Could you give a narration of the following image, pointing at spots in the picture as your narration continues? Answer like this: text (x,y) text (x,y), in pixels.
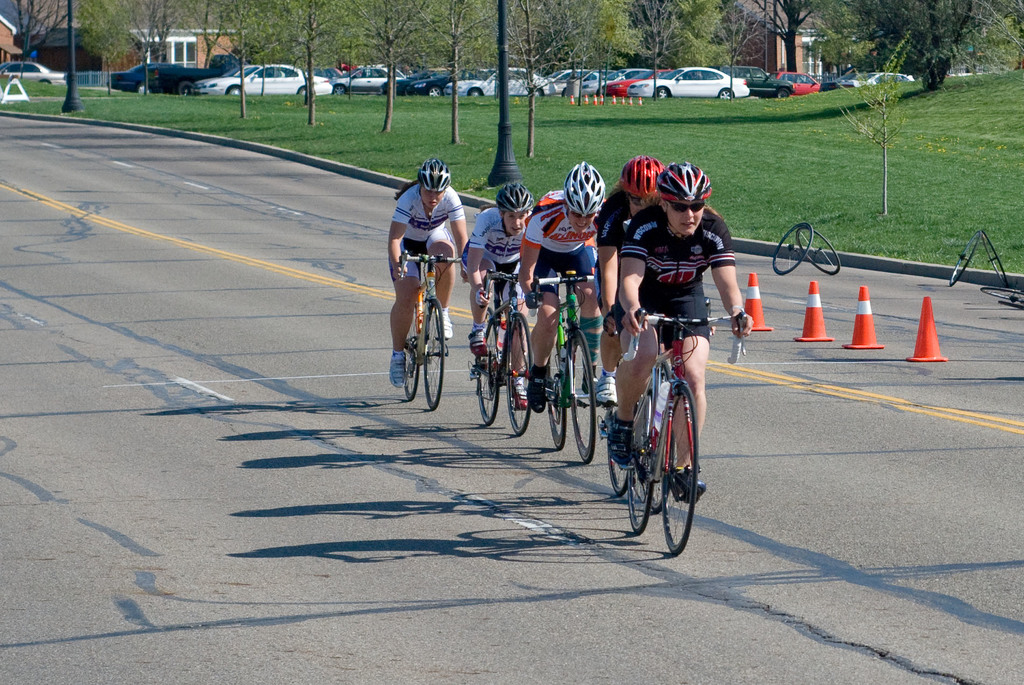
There are people (658,285) sitting and riding bicycles (441,323) and wore helmets (651,192). We can see traffic cones (751,310) and tires (828,249) on the road (241,308) and we can see grass (832,132). In the background (524,49) we can see poles (70,46), trees (930,26), cars (209,81) and houses (81,54).
